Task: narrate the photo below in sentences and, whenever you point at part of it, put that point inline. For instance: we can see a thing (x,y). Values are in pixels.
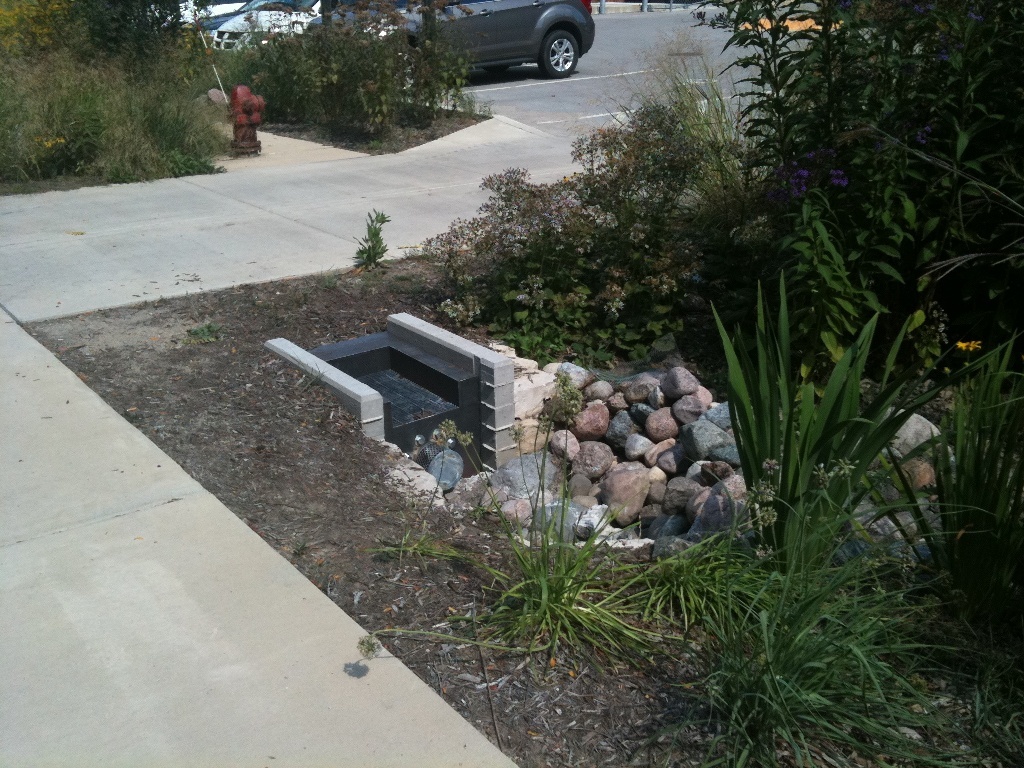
In this picture we can observe a path (159,229). There are some stones (613,418) on the right side (709,490). We can observe some plants (677,222). There is a red color fire hydrant (237,124). In the background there are some cars (548,34) on the road (608,51).
